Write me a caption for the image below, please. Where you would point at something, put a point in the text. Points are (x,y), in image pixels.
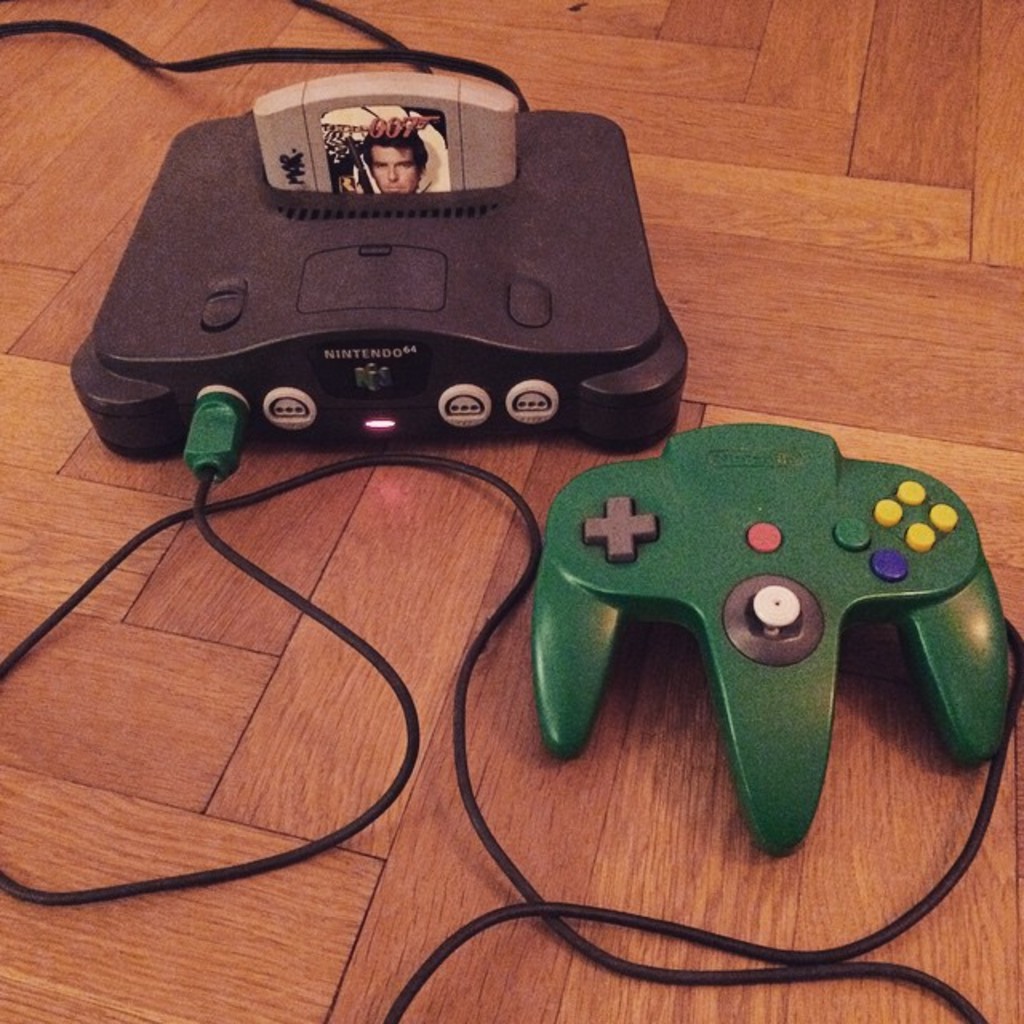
In this picture we can see a green color game controller (734,577), cables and a game cartridge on the wooden object (318,886).
